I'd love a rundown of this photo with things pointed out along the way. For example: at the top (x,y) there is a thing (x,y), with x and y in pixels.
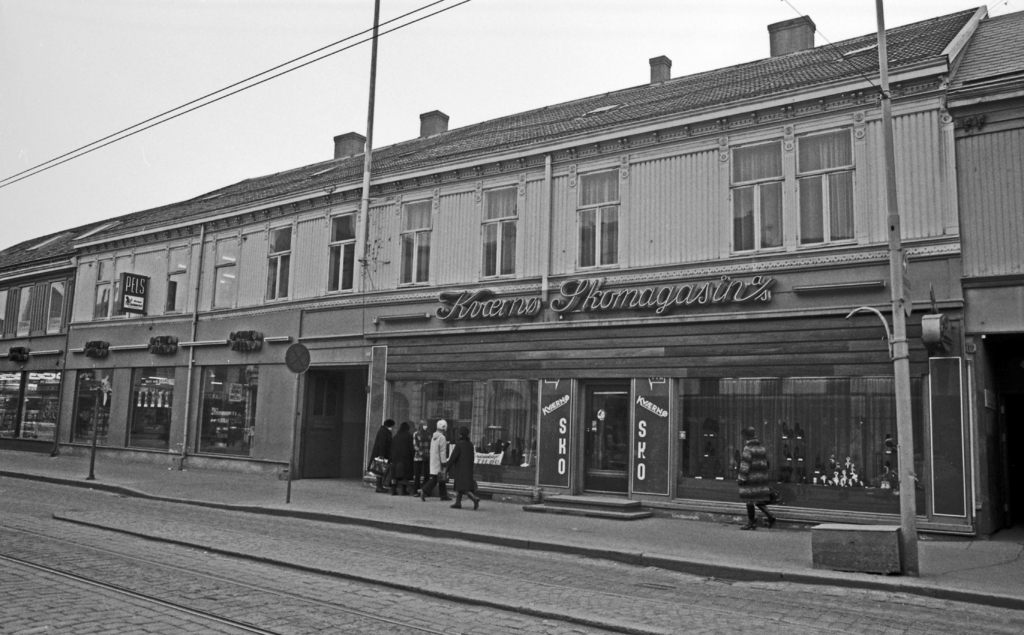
This is a black and white pic. At the bottom (452,553) we can see road (370,537) and poles (294,460). In the background (120,435) we can see buildings (206,422), windows (149,425), hoardings (665,394) on the wall (119,421), glass doors (167,414), few persons (384,482) are walking and standing on the footpath (590,529). Through the glass doors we can see objects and at the top (326,73) we can see electric wires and clouds (353,3) in the sky (353,3).
